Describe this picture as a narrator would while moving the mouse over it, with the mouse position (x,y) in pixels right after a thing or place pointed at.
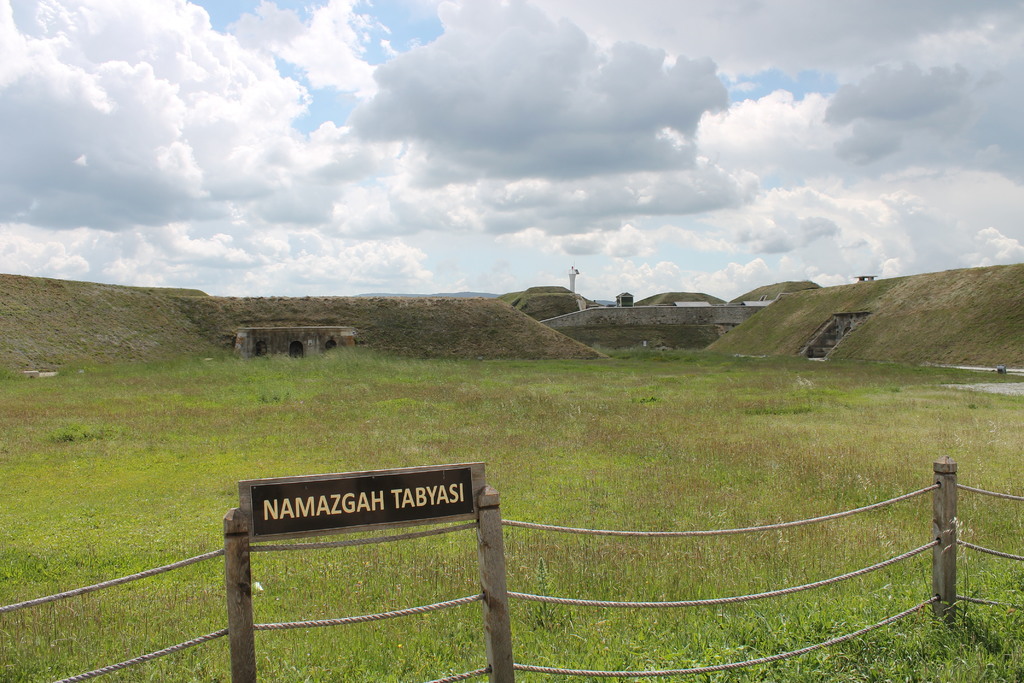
In this image we can see there is a grass (527,551), fence (499,492) and a board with text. And there is a constructed area (682,321) with wall (614,315) and pole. At the top (561,187) there is a sky (540,163).
